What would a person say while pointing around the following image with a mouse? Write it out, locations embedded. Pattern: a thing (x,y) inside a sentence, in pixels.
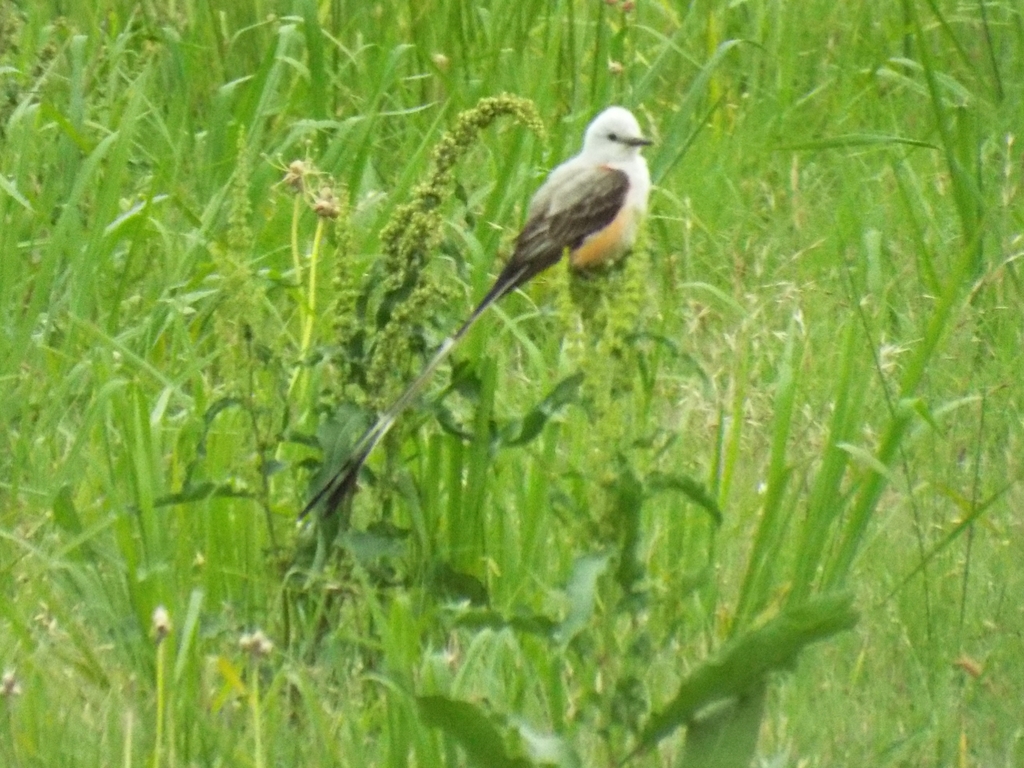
In the image we can see the bird (549,226) and grass (205,1).
